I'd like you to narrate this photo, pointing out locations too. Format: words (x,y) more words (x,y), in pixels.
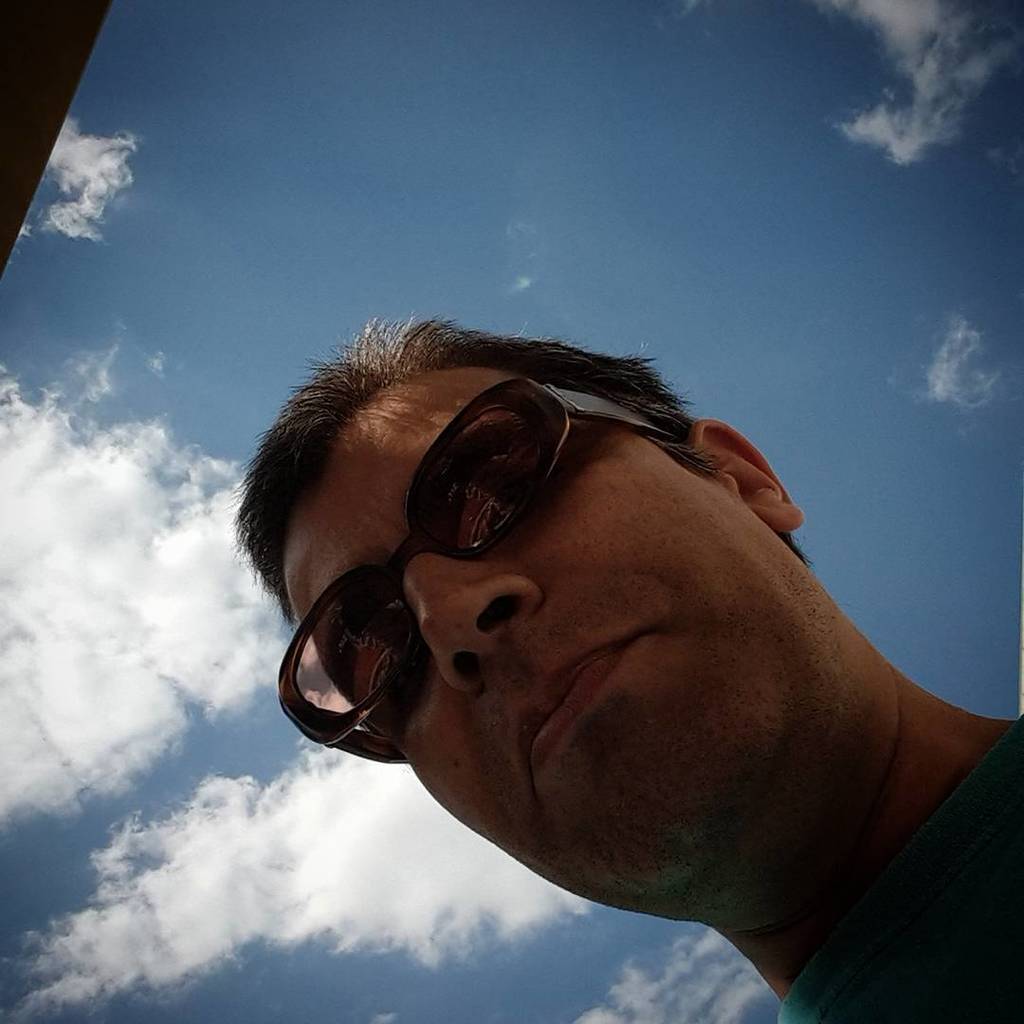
In the foreground of this image (793,847), there is a man's face (597,769). On the top (567,105), there is the sky (205,153) and the cloud (81,158).
